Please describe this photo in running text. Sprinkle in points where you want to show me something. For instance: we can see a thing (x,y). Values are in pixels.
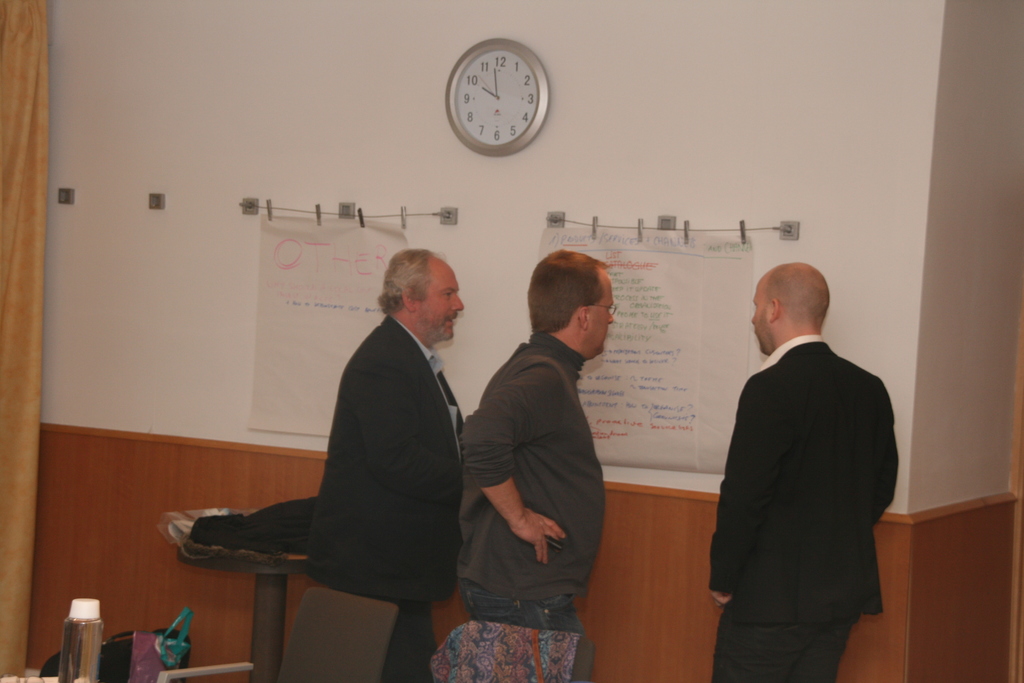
In this image we can see three people (534,496) standing in a room (647,594), in front them there are posters (640,350) hanged to the wall (436,199) and there is a wall clock (526,92), beside the person (313,560) there is a table (257,560) and an object (243,530) on the table (260,619), there is a bottle (77,660) and a chair (323,651) behind the person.
